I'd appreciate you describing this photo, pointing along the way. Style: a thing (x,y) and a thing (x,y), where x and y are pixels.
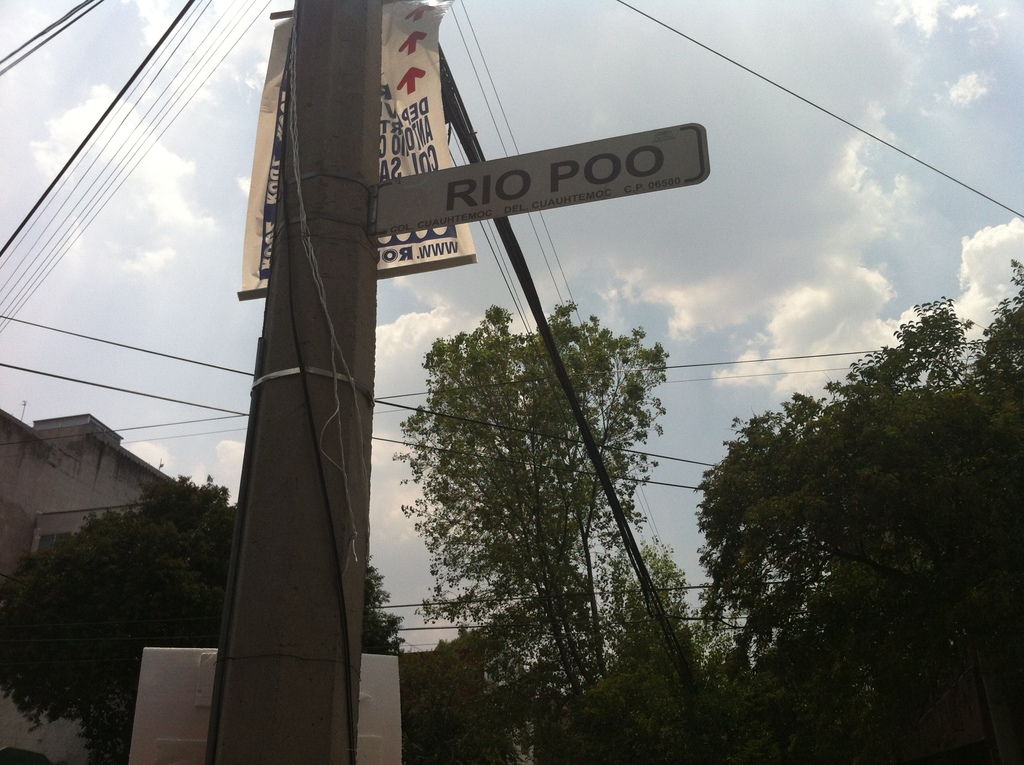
In this image I can see a pole (314,44) and to the pole (287,563) I can see few wires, few boards (458,198) and a banner (417,166). In the background (72,629) I can see few trees (129,600), a building (49,505) and the sky (671,217).
